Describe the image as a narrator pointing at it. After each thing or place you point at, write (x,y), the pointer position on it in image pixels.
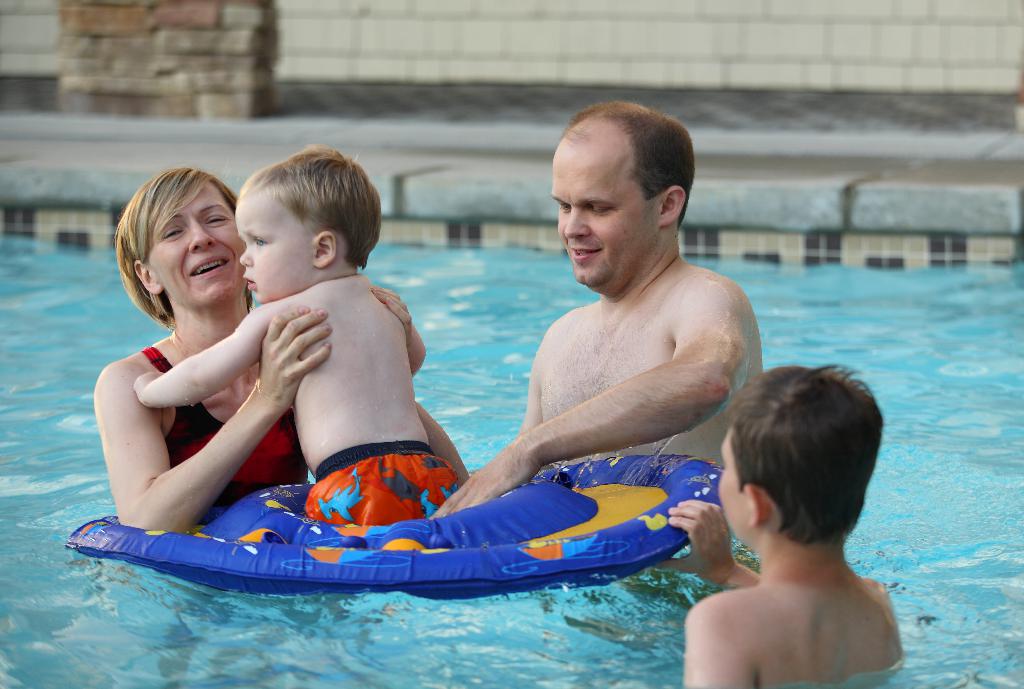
Here in this picture we can see a couple of people (182,350) present in the pool (517,352), which is fully filled with water (26,331) over there and we can also see a baby (341,385) and a child (712,510) also present over there and the woman (292,417) is carrying the baby (314,382) present in the tube (599,467), which is present in the water (908,316) over there.
